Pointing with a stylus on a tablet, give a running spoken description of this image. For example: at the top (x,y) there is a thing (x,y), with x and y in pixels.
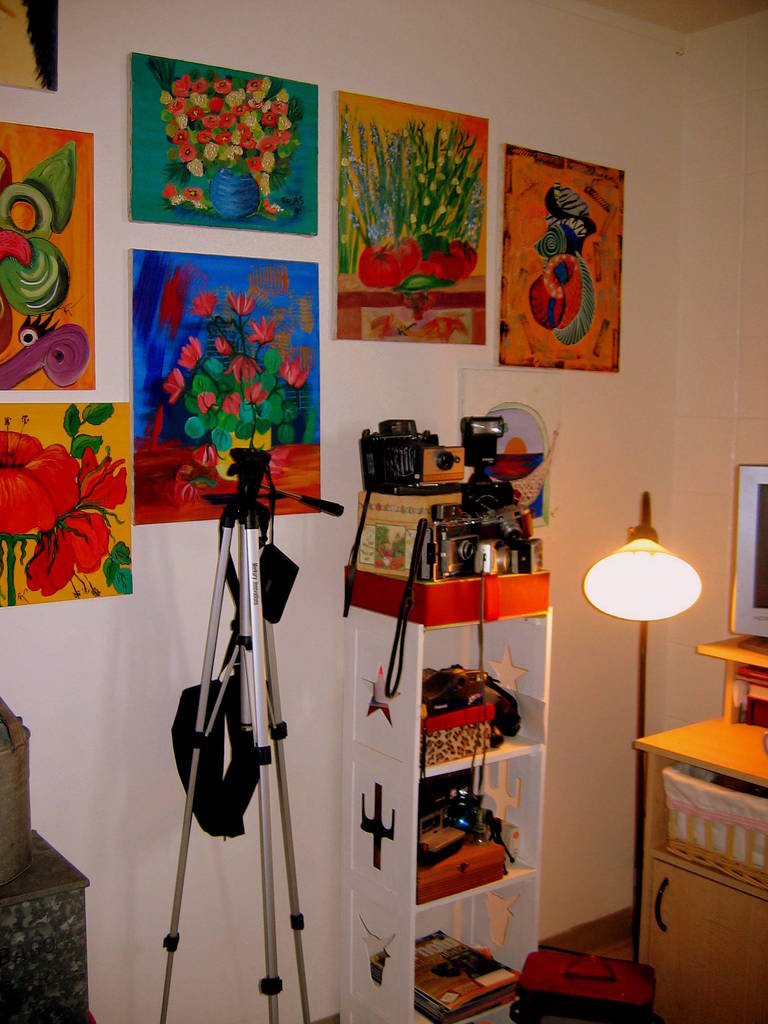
In this image we can see a living room (406,829) containing a camera stand (287,824), shelves (464,897) with boxes (454,860) and cameras (454,837), a lamp (639,921), a cupboard (647,934), books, monitor screen (759,511). On the backside (610,338) we can see some paintings (312,375) hanged to the wall (380,369).
